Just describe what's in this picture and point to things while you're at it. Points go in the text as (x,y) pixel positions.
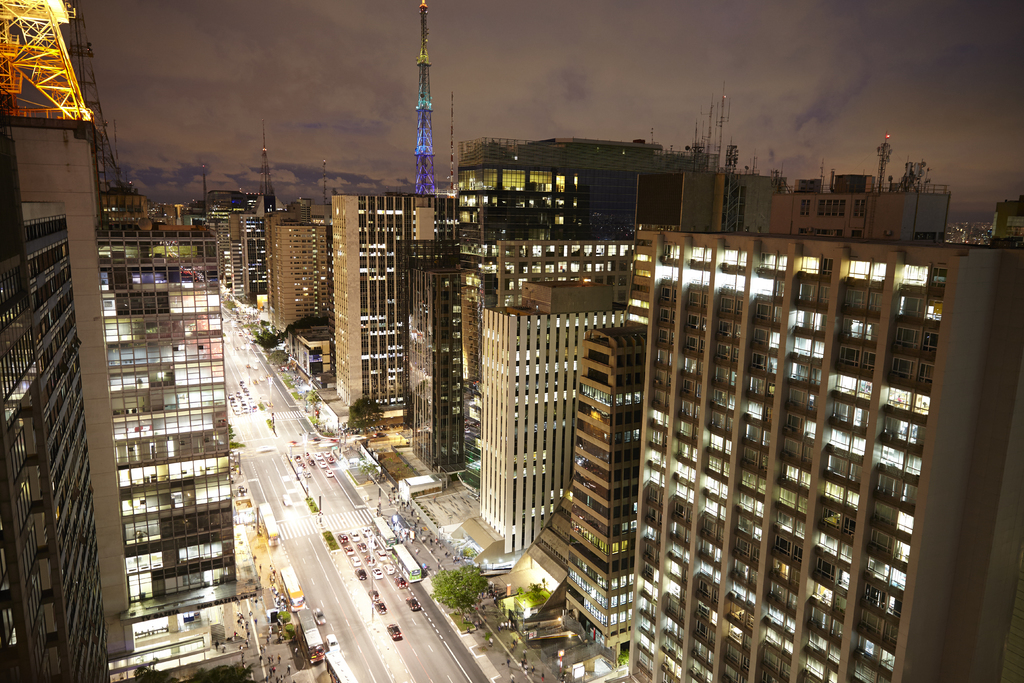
In this image I see number of buildings (441,262) and I see the towers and over here I see the road (284,428), vehicles (308,465), trees (470,575) and I can also see the lights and number of people (427,566) and I see the sky (618,101).
